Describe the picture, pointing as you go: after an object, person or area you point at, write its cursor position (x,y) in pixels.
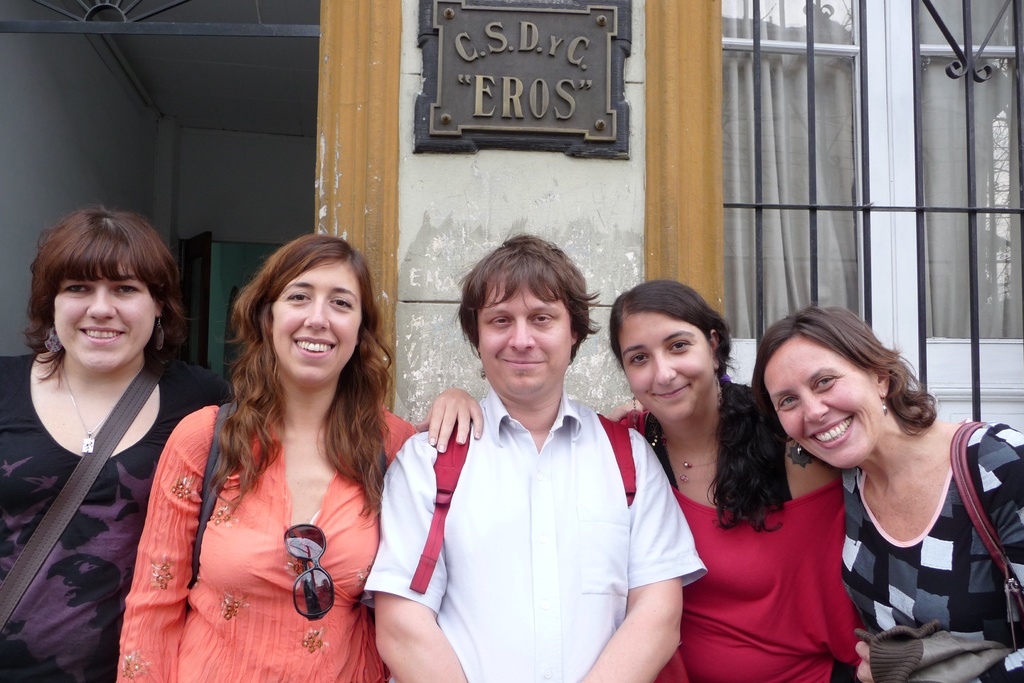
Here I can see four women (863,531) and a man (584,456) are smiling and giving pose for the picture. At the back of these people (309,434) there is a window (753,227) to the wall (468,234) and also there is a board (473,62) is attached to the wall (513,221).
